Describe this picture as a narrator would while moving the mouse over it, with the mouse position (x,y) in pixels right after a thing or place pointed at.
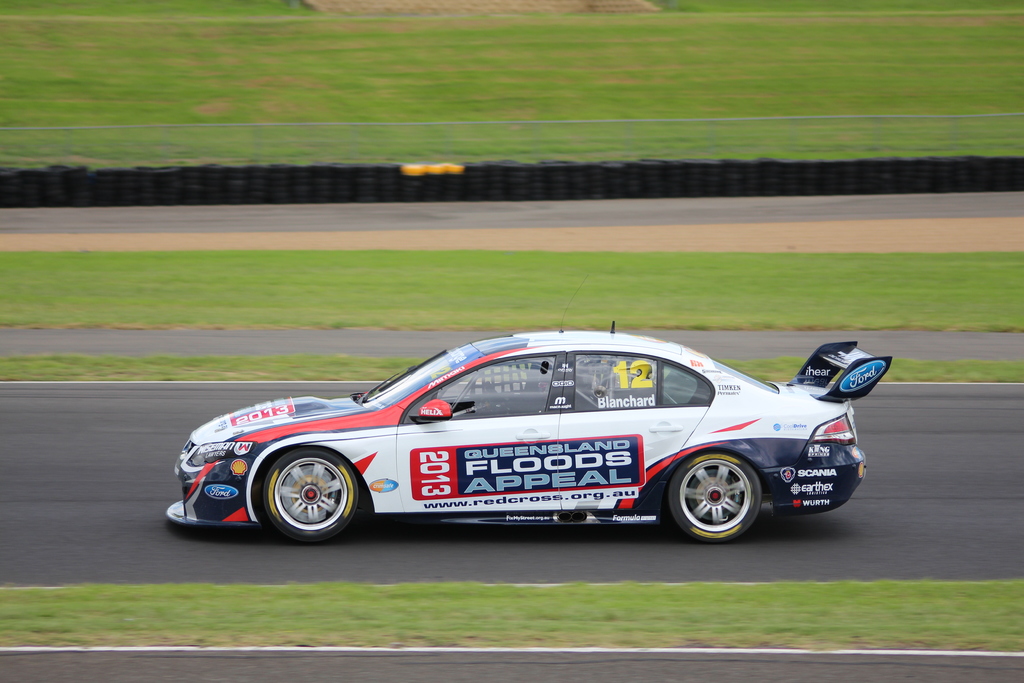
In this image I can see a racing car (539,475) on the road (370,560). On both sides of the road (242,564), I can see the grass (362,303). In the background (577,181) there are many tires (576,184) placed on the road (308,208).
